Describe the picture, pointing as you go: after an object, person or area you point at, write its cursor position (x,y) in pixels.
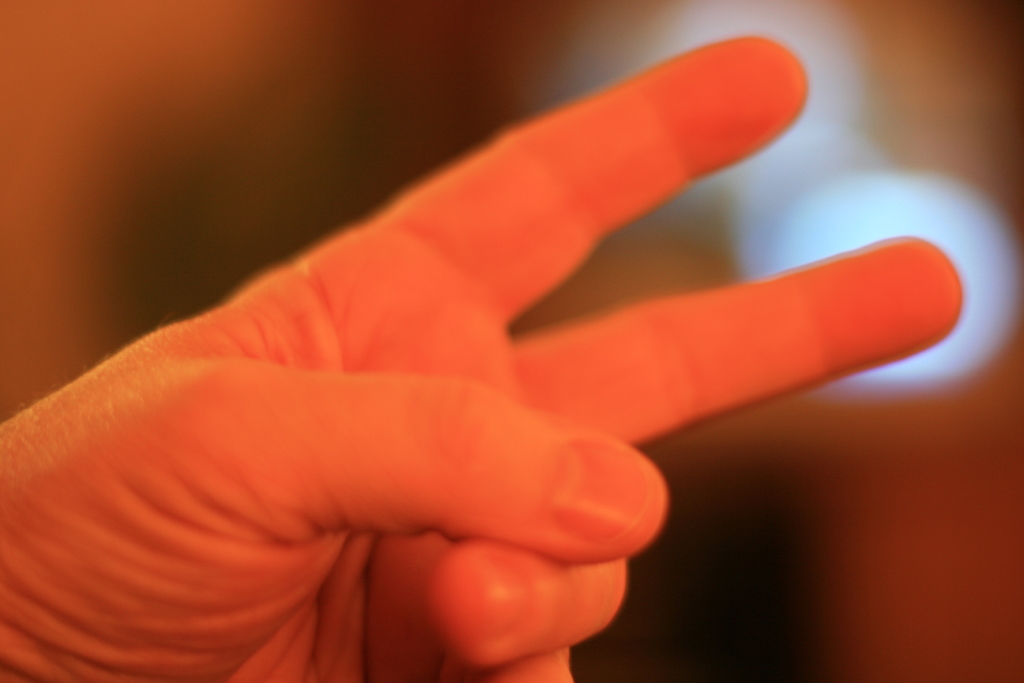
In this picture we can see the person hand (422,433) and fingers (413,416). Behind there is a blur background (162,100).
